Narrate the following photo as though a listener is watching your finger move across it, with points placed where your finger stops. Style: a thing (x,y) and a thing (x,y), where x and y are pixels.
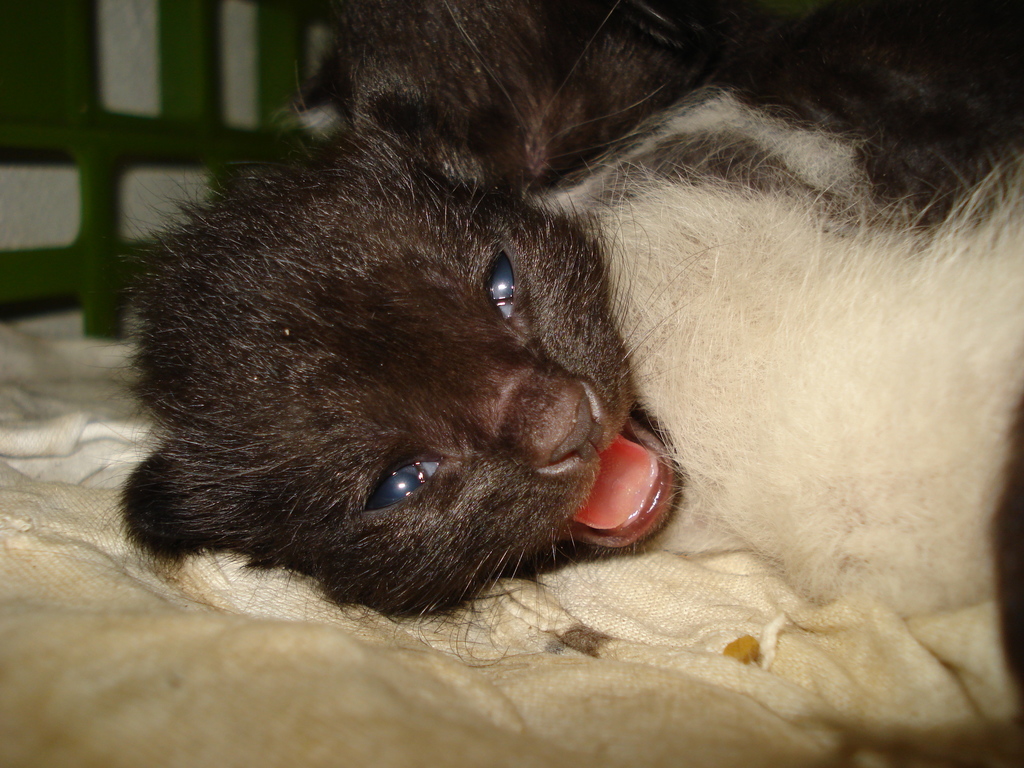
Here in this picture we can see a black and white colored cat (428,445) present on the bed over there.
